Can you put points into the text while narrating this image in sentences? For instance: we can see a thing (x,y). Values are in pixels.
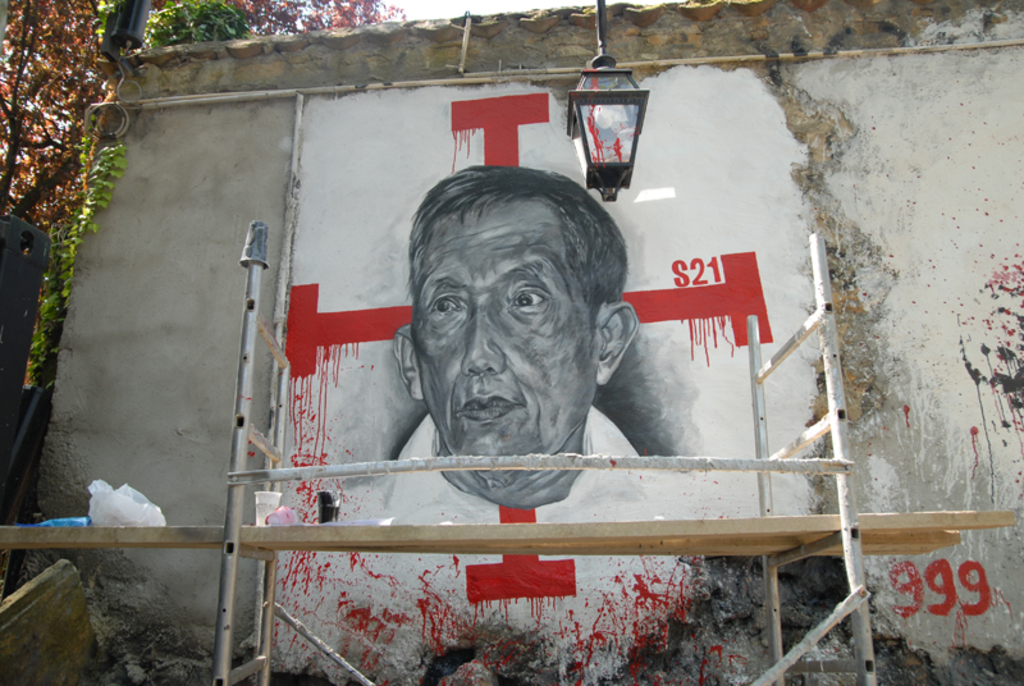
In this image I can see a painting (476,354) of a man (501,341) on a wall (177,230). At the bottom (871,535) there is a wooden plank (538,536) placed on two ladders (240,489). On this wooden plank (189,541) there is a glass (266,509) and some other objects (96,521) are placed. In the top left-hand corner (52,66) few leaves (56,46) are visible.
